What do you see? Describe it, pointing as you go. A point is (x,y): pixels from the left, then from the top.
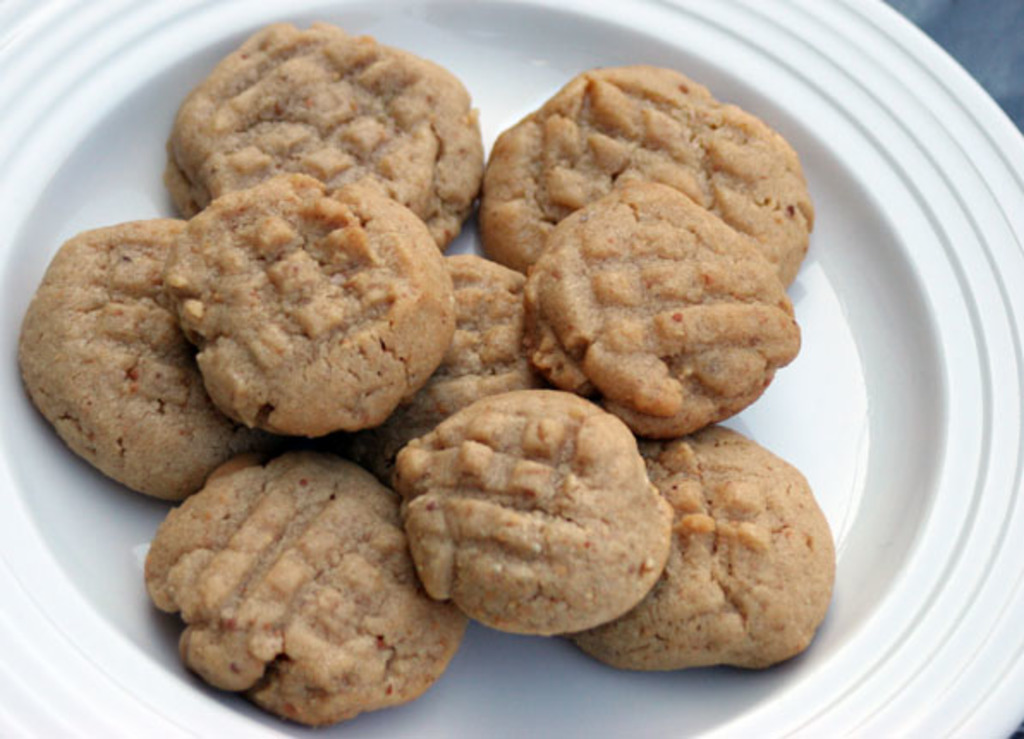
In this image we can see some cookies (441,318) in the white color bowl (821,346).
